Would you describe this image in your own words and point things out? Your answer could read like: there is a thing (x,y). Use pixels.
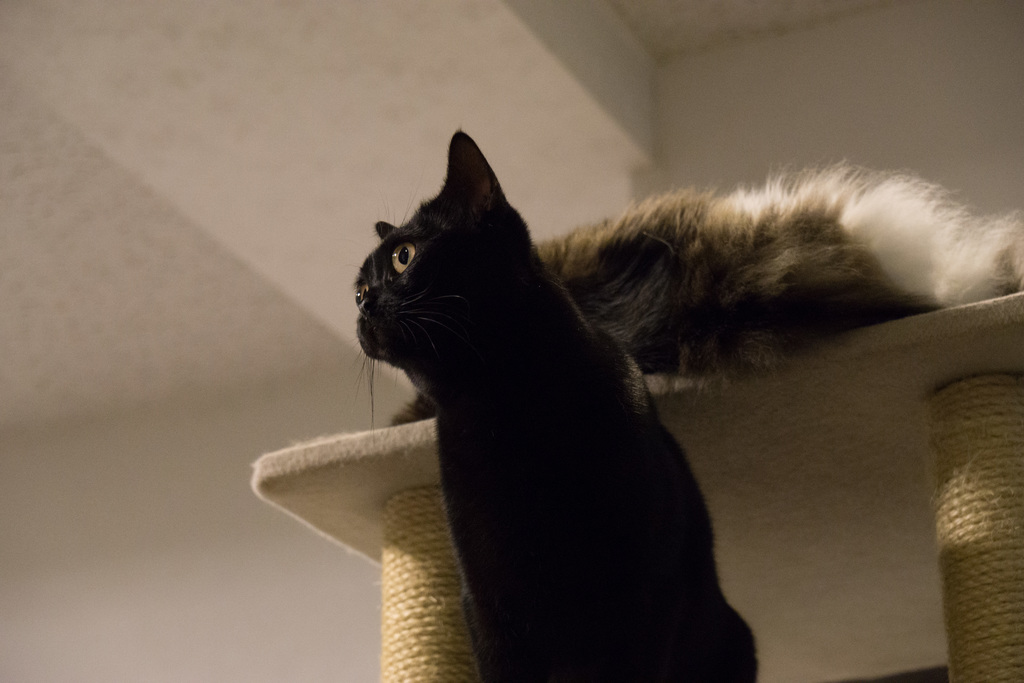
As we can see in the image there is white color wall (165,447), table (1011,477) and two cats (640,416). The cat (534,348) in the front (466,376) is in black color.
